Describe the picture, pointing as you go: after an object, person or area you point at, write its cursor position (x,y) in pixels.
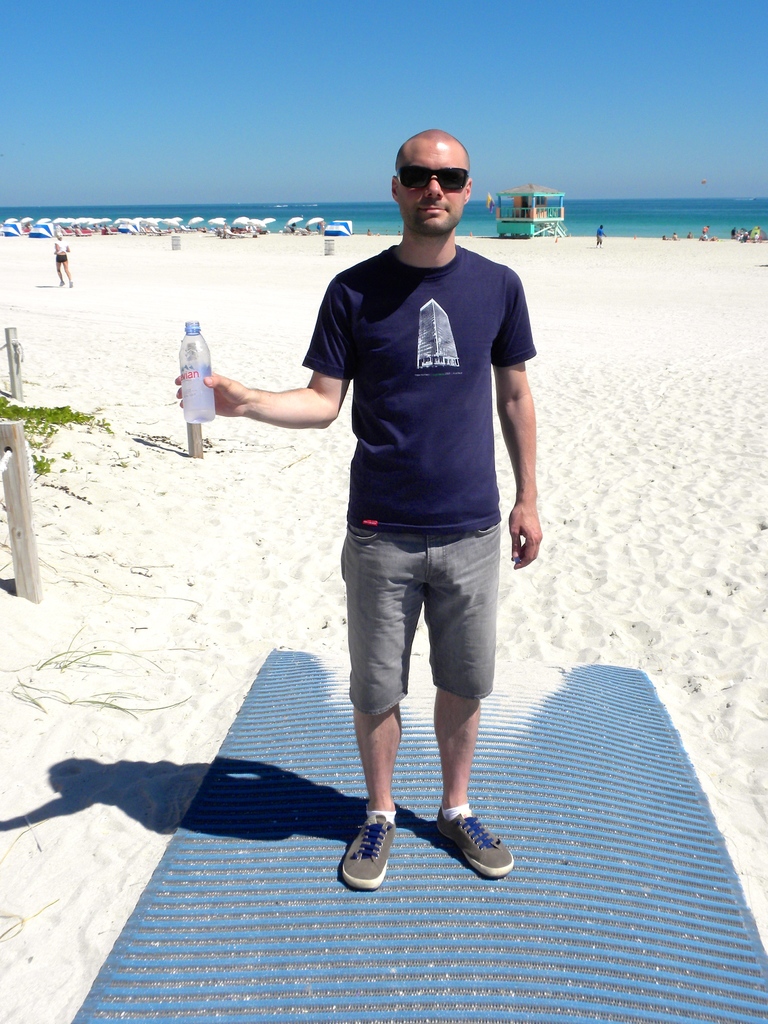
In this picture I can see a person (445,402) holding the bottle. I can see sand (125,372). I can see tents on the left side (147,221). I can see a few people (235,229) in the background (224,229). I can see water (263,207). I can see the sky (345,96).
